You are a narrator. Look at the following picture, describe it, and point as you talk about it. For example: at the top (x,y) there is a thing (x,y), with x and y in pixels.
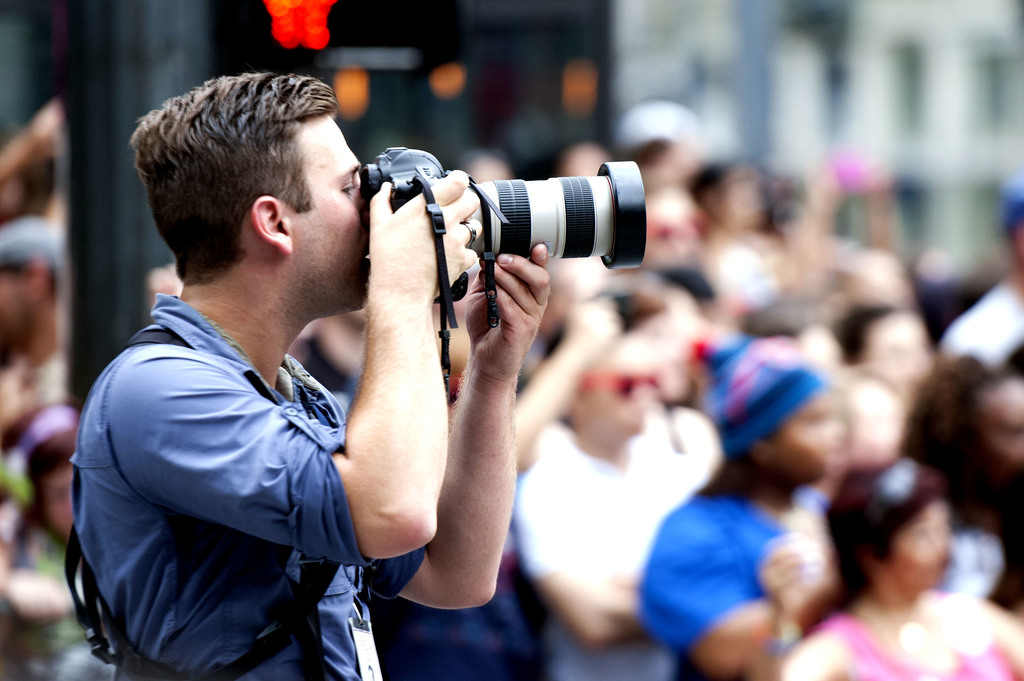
In the picture the person (250,487) is wearing blue color shirt (247,485) and holding camera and capturing he is also wearing id card (374,676), behind him there are lot of spectators (702,324) who are sitting and watching.
